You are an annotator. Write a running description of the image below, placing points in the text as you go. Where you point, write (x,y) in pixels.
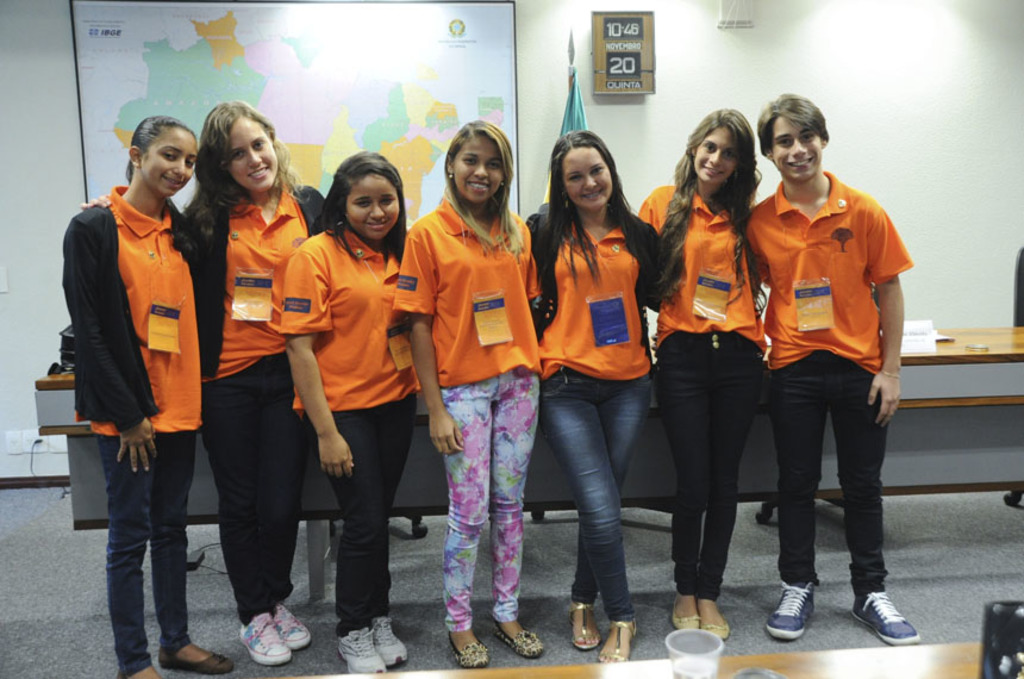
This picture shows few woman (725,182) and a boy (800,392) standing and we see a map (411,119) to the wall (518,47) and a flagpole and we see a digital clock (649,34) to the wall (586,29) and we see all the people (268,310) wore ID cards (719,303) and we see a table (971,402) and a book (919,337) on it and couple of chairs (1023,311) and we see a glass (678,638) on another table (421,673) and we see smile on their faces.
